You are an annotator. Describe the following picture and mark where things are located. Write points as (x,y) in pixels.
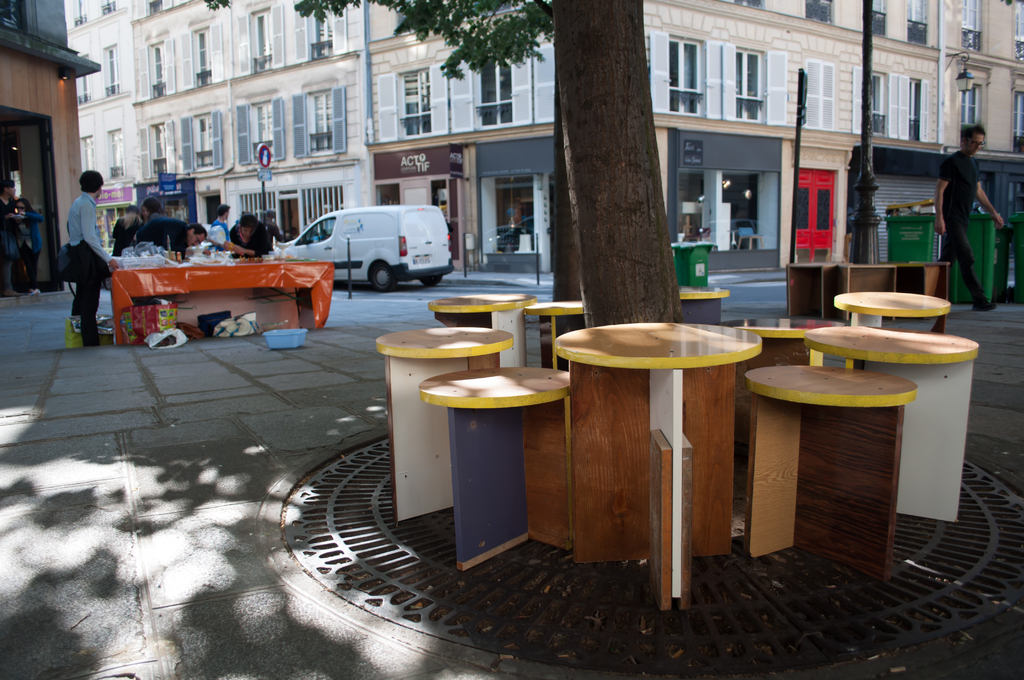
In this image I can see a person (939,208) is walking on the right side of the image (964,262). There are two bins (928,237) just beside this person (943,205). In the background (320,36) there is a building (483,235) and road (407,295). On the road (403,282) there is a white color car (388,246). On the left side of the image (170,232) I can see few people (150,241) are standing just beside a table (153,288). In the middle of the image (606,269) I can see a tree (597,165) and few chairs (580,331) are arranged around the trunk (608,266).
